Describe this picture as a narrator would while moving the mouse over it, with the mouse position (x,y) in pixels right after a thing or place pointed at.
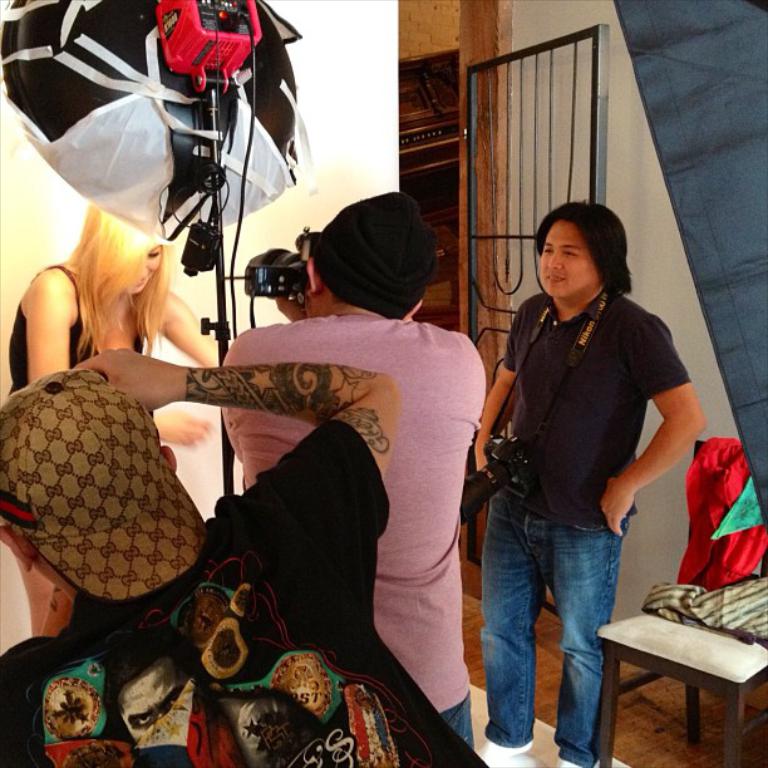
In this image I can see number of people (605,460) are standing, I can also see few of them are holding cameras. Here I can see a light (195,173).
